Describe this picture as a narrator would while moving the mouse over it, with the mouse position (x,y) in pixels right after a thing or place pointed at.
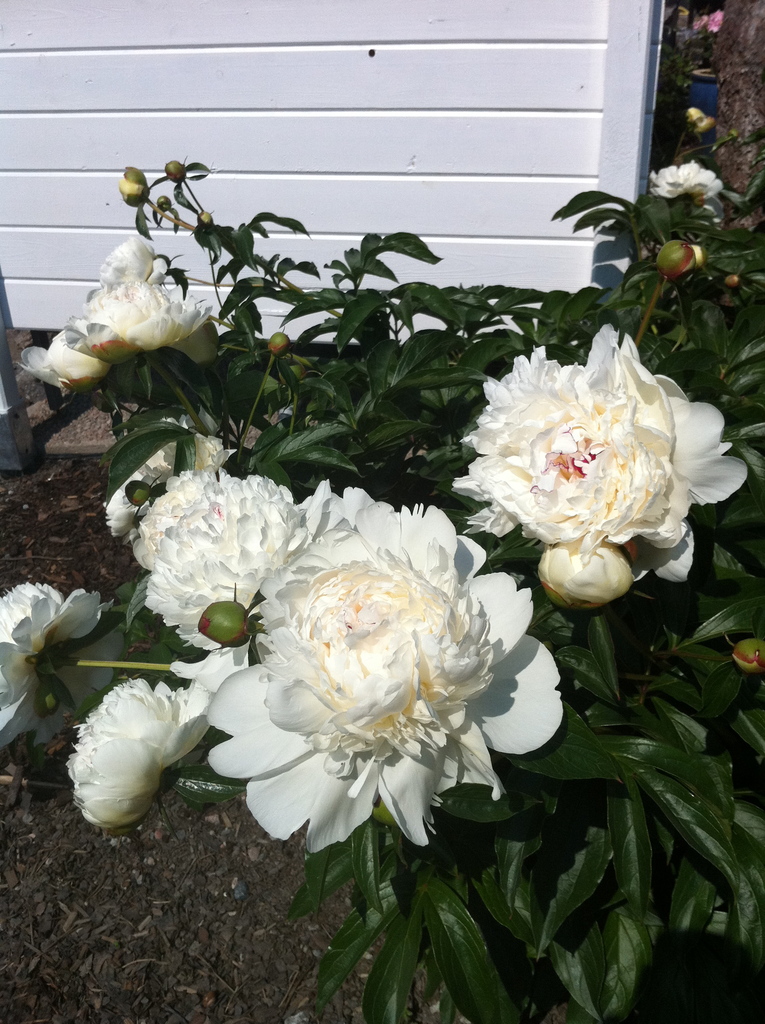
In this image there is a plant (578,841) and we can see buds (211,618) and flowers (293,518) which are in white color. In the background (481,181) there is a shed (325,83).
